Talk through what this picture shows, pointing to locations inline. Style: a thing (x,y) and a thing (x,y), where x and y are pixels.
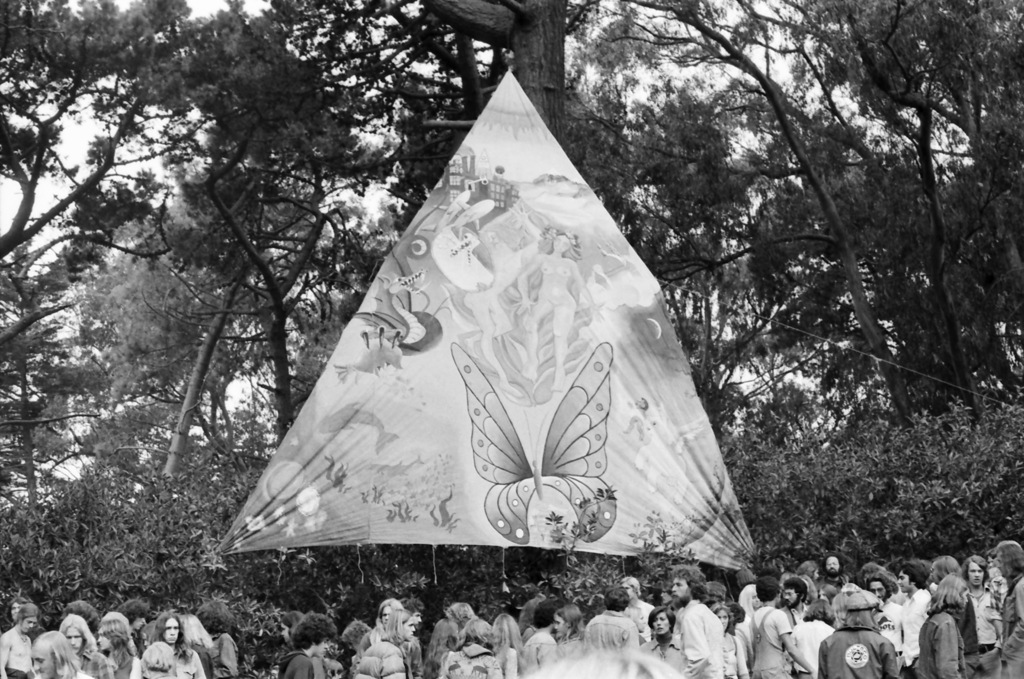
On the bottom (45,658) we can see group of persons (37,642) who are standing near to the plants (816,533). Here we can see a cloth (608,335) which is hanged to the trees (545,53) and plants (676,560). On the cloth (458,258) we can see butterflies (603,445), woman (567,264) and other things (409,318) in the picture. On the background (842,269) we can see many trees (786,288). Here it's a sky (729,76).
